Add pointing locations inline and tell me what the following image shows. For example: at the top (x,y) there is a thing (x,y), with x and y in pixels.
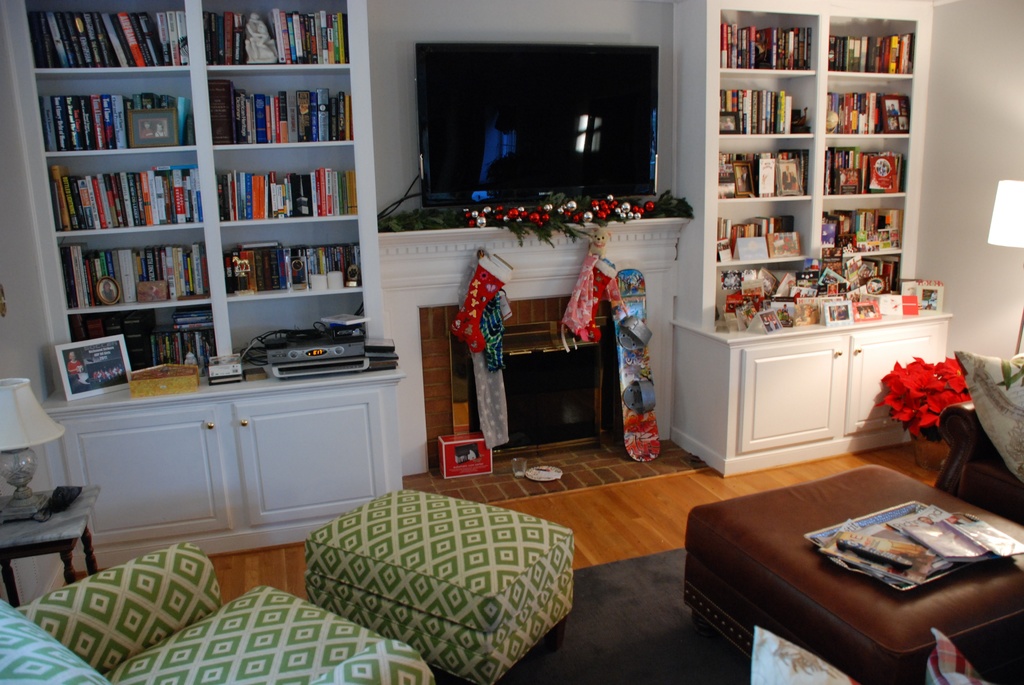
This picture describes about inside view of a room (404,455), in this we can see sofa set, few lights (7,463) and a television (495,135), on the left (197,167) and right side of the image (864,226) we can see few books (156,213) in the racks (813,81), in front of the rack (209,268) we can find a frame (84,359) and other things (168,371) on the table (362,380).
